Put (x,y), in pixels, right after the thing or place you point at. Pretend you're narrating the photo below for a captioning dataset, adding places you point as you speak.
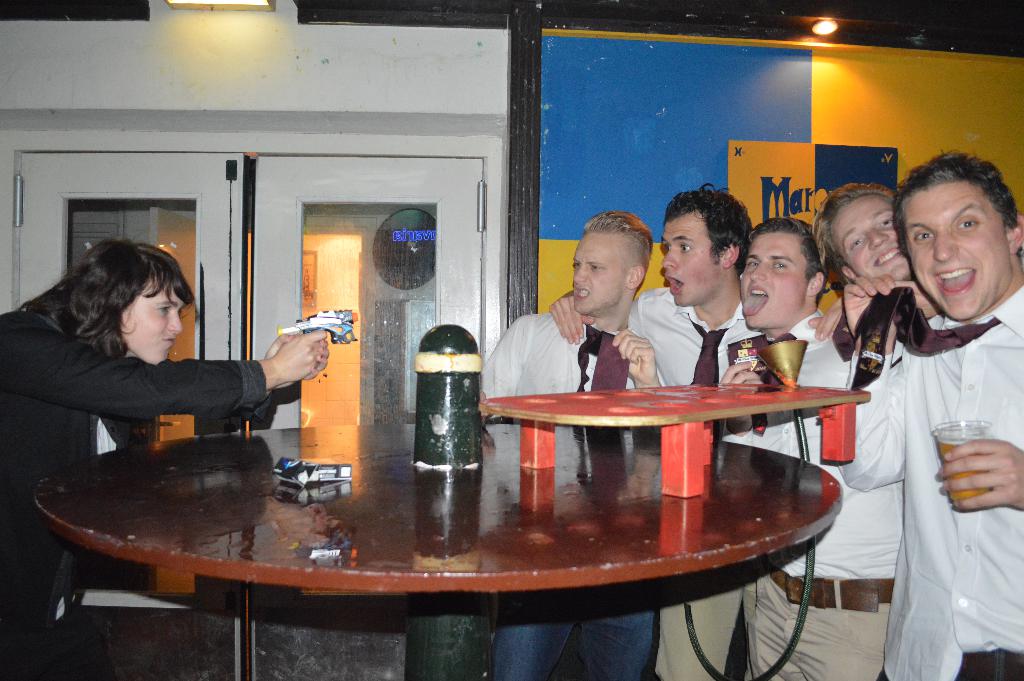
in the picture we can see some group of people (507,331) on the side, and on the left side (94,395) there is a lady (70,411) she is holding toy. And on the right side (788,314) some peoples (795,256) were laughing, and they were standing around the table (382,509). On table (356,491) there is a cigarette packet (296,473), and back of them there is a door (323,212) and wall (615,181).
